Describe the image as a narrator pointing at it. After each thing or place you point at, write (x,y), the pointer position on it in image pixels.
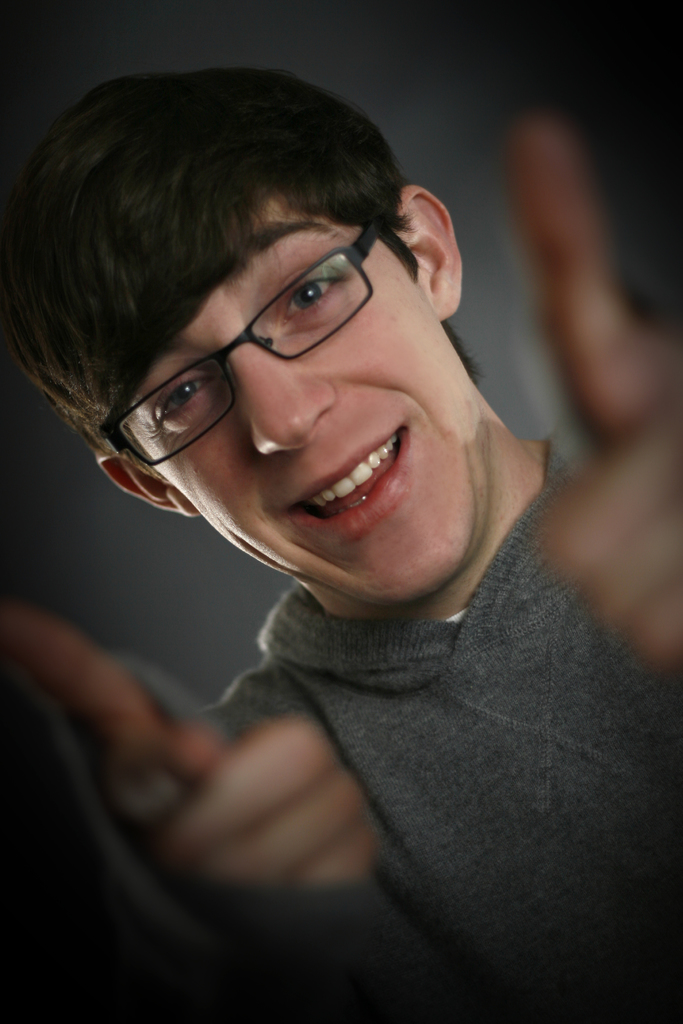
In this image, in the middle (361,651), we can see a man (408,855) wearing a gray color shirt (451,699). In the background (504,385), we can see black color.
